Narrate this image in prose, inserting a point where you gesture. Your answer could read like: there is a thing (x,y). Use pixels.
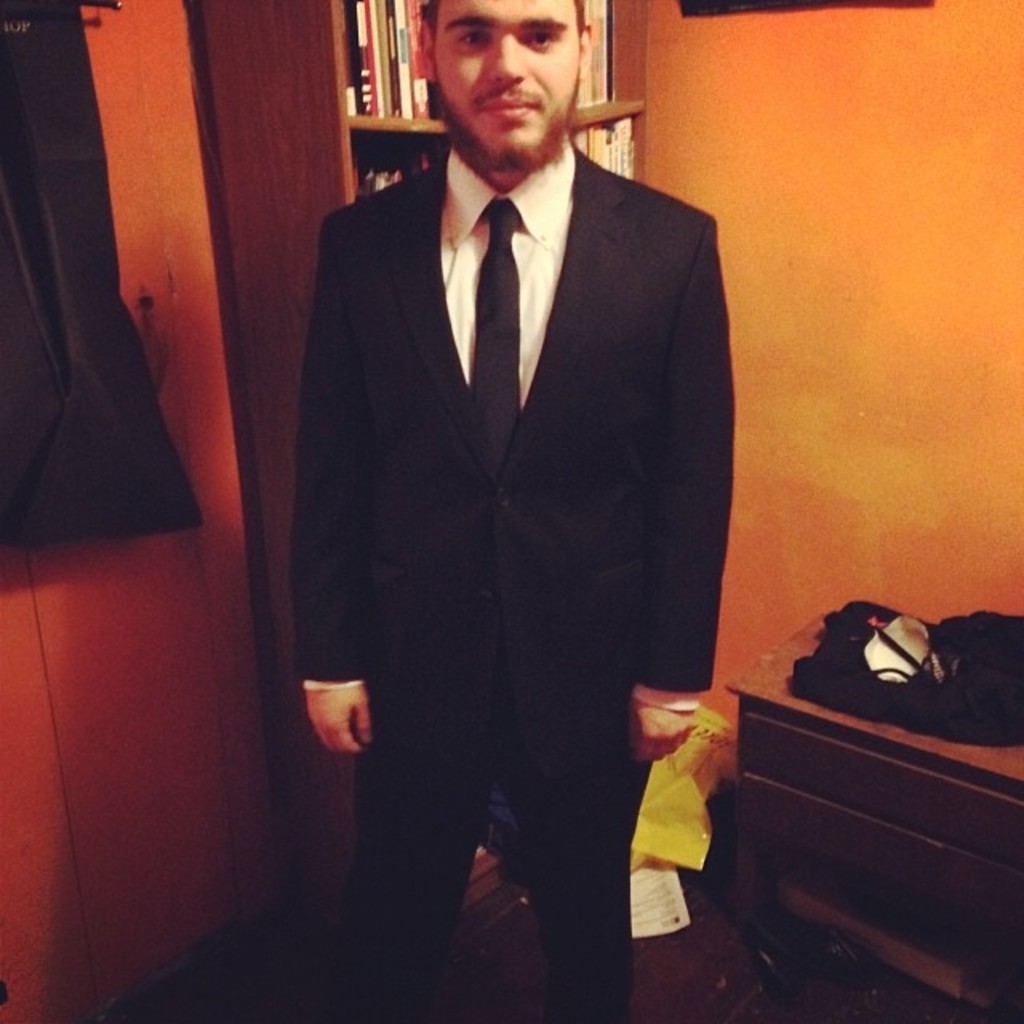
In this picture I can see a man (303,648) standing, there are books (606,164) in a bookshelf (609,114) and there are some other objects (29,60), and in the background (759,98) there is a wall (932,553).
